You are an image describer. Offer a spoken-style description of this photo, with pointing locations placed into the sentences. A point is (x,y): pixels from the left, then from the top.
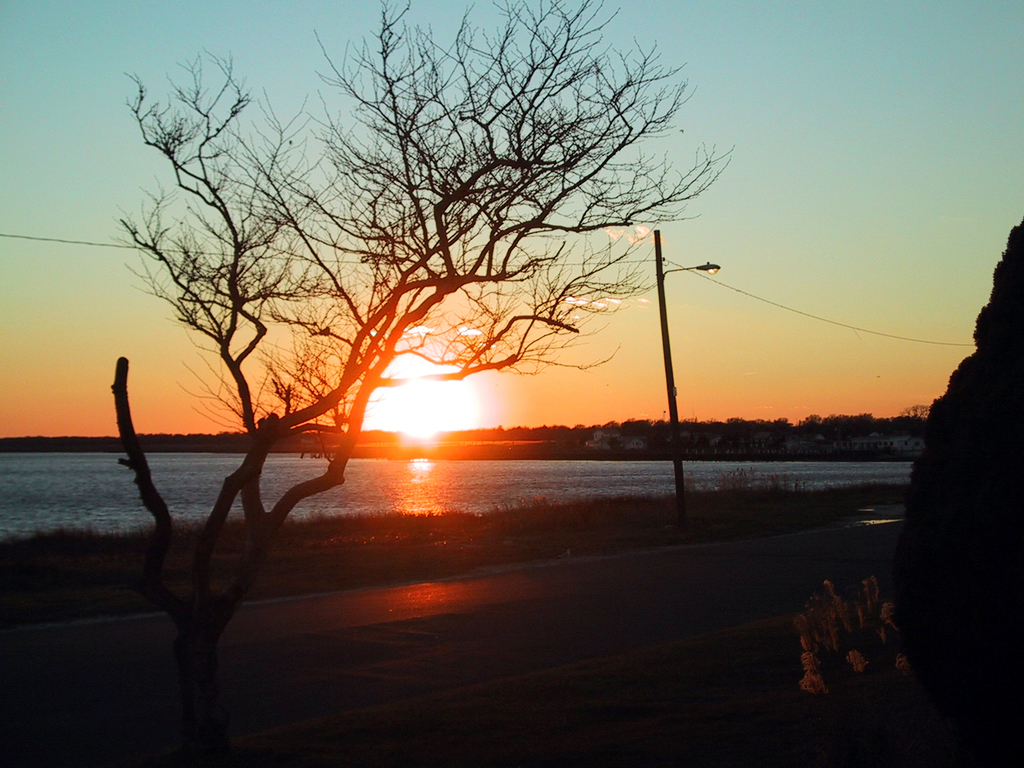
There is a road (531,589) in the foreground area of the image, there are trees (337,469), grassland (377,522), water (359,495), houses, a pole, wire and the sky (586,392) in the background (593,420).
